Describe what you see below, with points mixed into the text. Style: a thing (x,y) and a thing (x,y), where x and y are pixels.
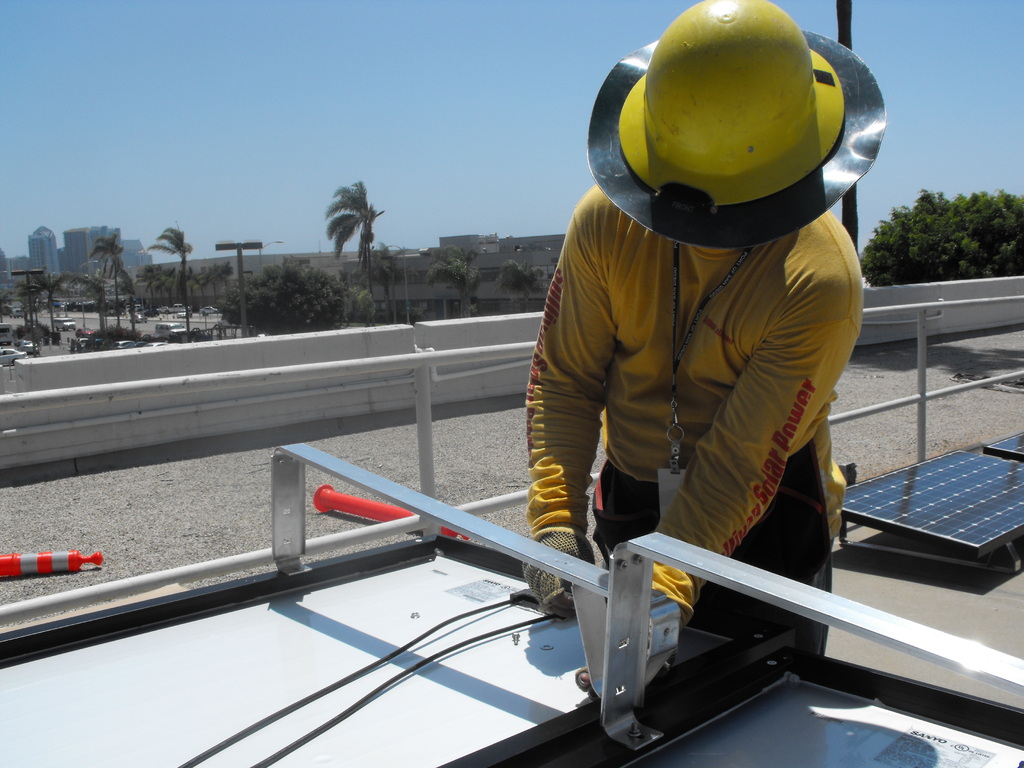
In this image there is a person (789,153) wearing a cap (679,122). He is holding a object (595,640) in his hand (536,576). There are wires (395,666). There is a metal railing (58,403). There are safety poles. In the background of the image (264,260) there are buildings (476,247), trees (52,321), cars (67,323) on the road (123,322). To the right side of the image (850,496) there are solar panels (889,528).
